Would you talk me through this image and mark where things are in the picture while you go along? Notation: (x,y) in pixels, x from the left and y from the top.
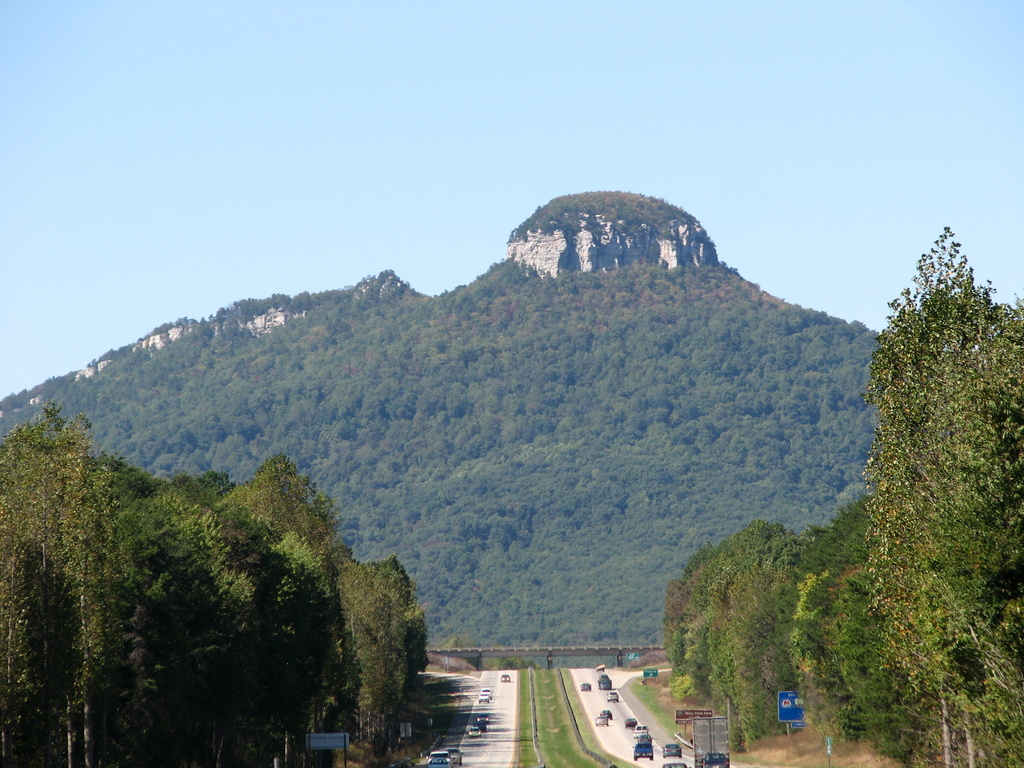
In this image I can see few vehicles (476,734) on the road (508,748), left and right I can see white and blue color boards (802,716) attached to the pole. Background (522,391) I can see trees (534,383) in green color, sky (424,150) in blue color.
